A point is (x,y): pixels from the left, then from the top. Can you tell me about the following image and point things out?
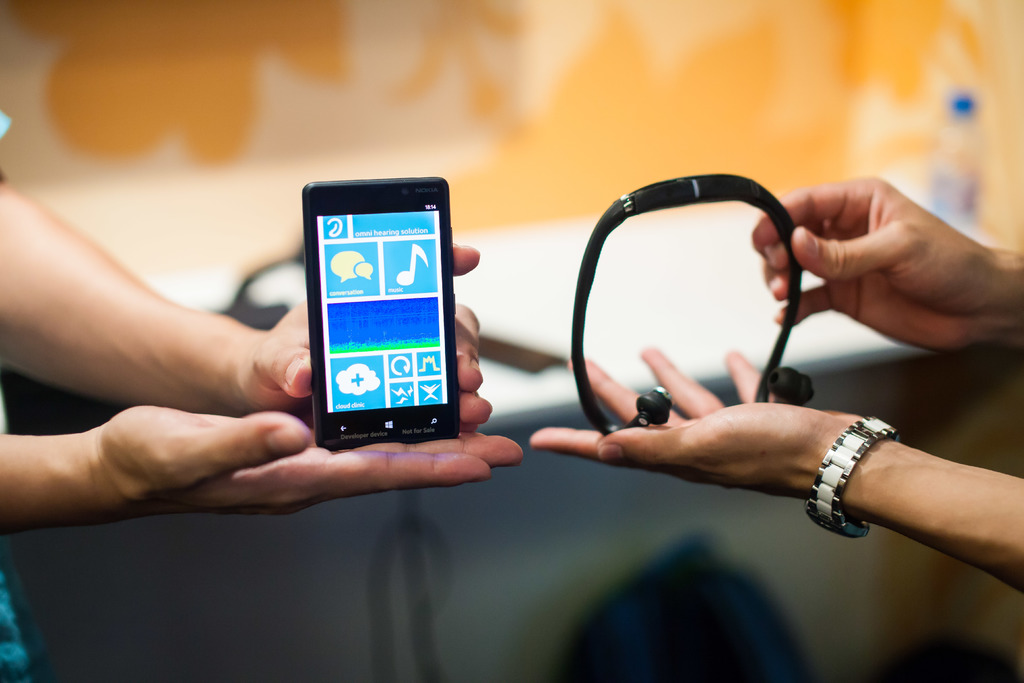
On the right side of the image (841,249) there is a person (982,538) holding the headset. On the left side of the image (296,431) there is a person (307,414) holding the mobile (359,382). Behind them there is a table (740,315). On top of it there is a water bottle (961,176). In the background of the image (414,127) there is a wall (539,103) with painting (484,77) on it.
